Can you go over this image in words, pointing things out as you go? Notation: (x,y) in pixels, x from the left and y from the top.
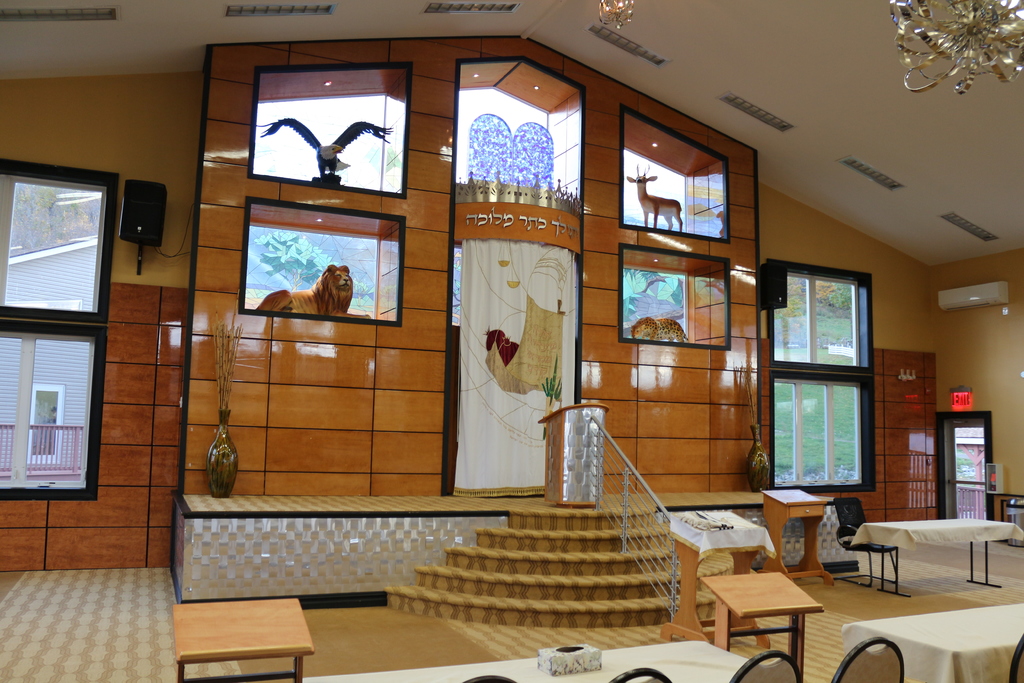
In this image we can see the inner view of a building (676,492) and there are some statues (641,330) which resembles like animals and birds and we can see the windows (368,244). There is a stage (562,508) with podium (584,425) and two flower vases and we can see some chairs (859,680), tables (937,538) and other objects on the floor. At the top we can see some lights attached to the ceiling (985,214).
